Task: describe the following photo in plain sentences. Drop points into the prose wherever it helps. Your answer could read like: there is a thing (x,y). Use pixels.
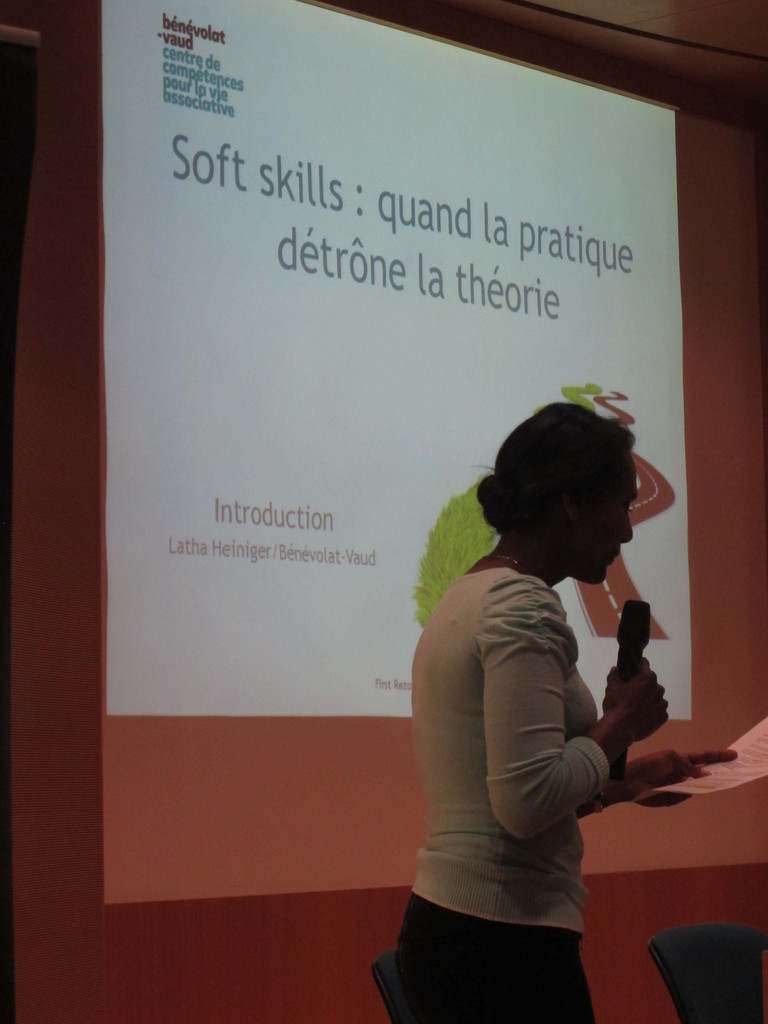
The woman (503,771) in front of the picture is wearing a white T-shirt (530,775). She is holding a microphone (619,670) in one of her hands (633,708). In the other hand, she is holding papers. I think she is talking on the microphone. Beside her, we see the chairs (717,976). In the background (256,452), we see a projector screen (290,302) which is displaying the text (491,284). This picture might be clicked in the conference hall (266,770).
